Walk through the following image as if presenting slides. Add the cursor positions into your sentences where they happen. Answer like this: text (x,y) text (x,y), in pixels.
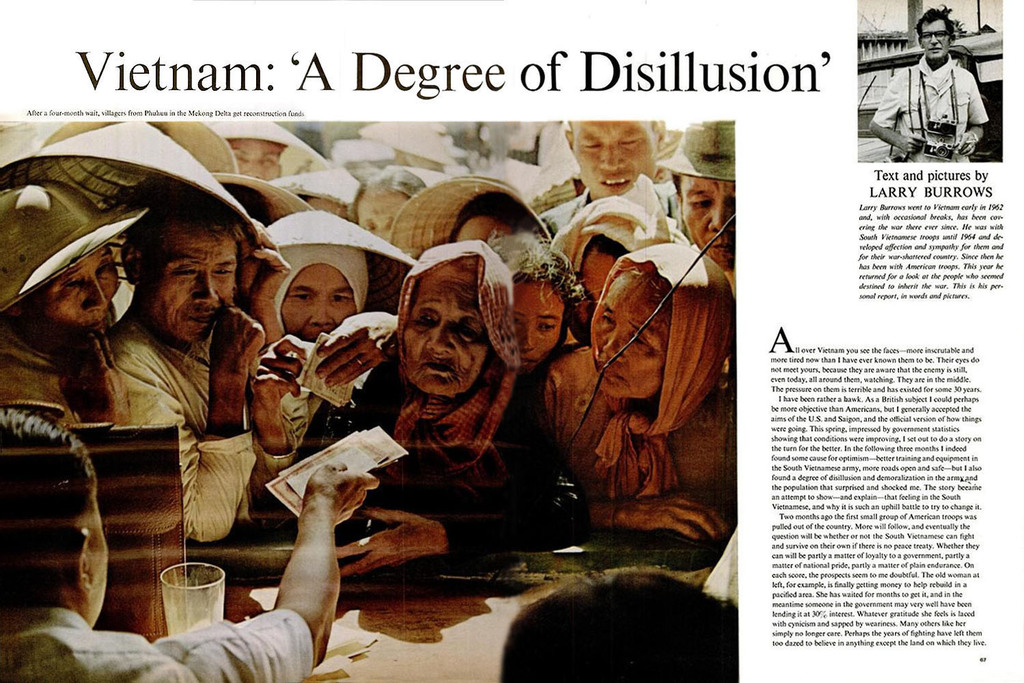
In this picture, it looks like a magazine article (327,399) and on the magazine (415,311) there are images (894,115) and it is written something on it.
